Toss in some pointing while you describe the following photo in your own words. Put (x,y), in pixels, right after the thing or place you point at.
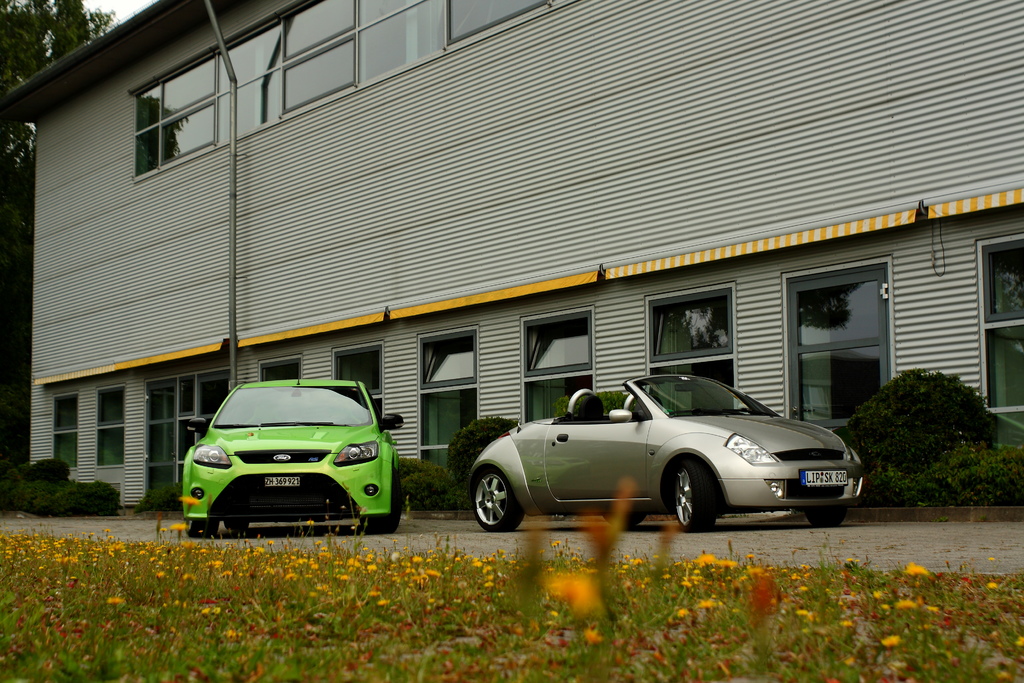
In this picture I can see vehicles (199,448) on the road (1022,568). I can see plants (210,649), flowers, trees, and in the background (992,387) there is a building (169,45) and the sky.
